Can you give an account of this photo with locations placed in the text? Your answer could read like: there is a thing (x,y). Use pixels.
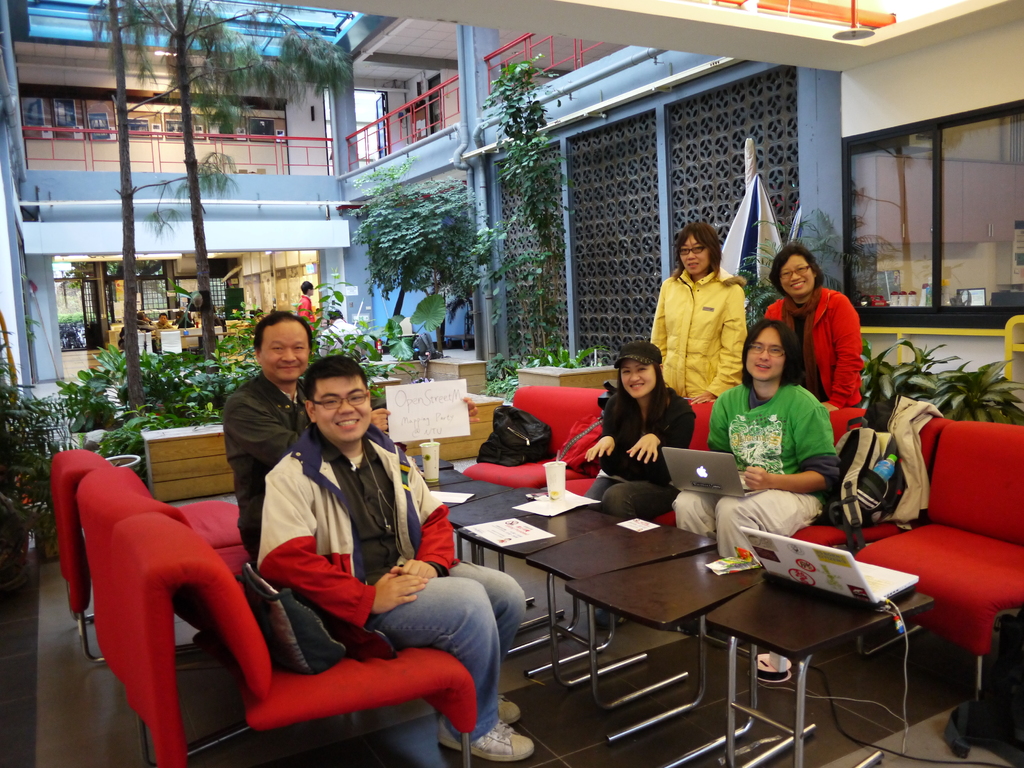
In the image we can see there are people (412,543) who are sitting on chair (957,523) which is in red colour. On table (466,539) there is papers (650,529), laptop (745,529) and a person (696,495) is holding laptop (722,480) in his lap (714,500). There is a backpack (869,455) at the back (867,494). Two people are standing and there are trees (127,325) in the building (303,219).
